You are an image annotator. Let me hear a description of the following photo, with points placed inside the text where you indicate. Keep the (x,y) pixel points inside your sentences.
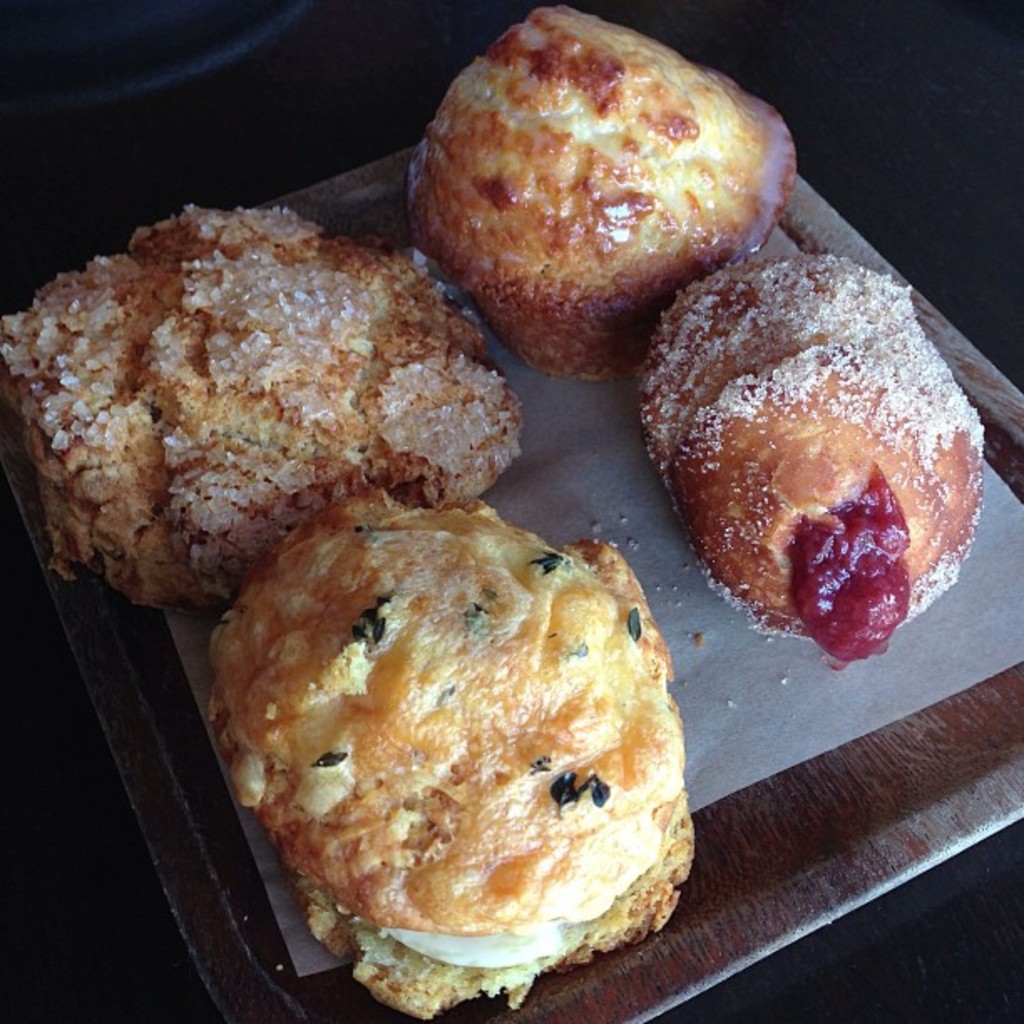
In this picture I can see food item (519,556) on the plate (562,514).
